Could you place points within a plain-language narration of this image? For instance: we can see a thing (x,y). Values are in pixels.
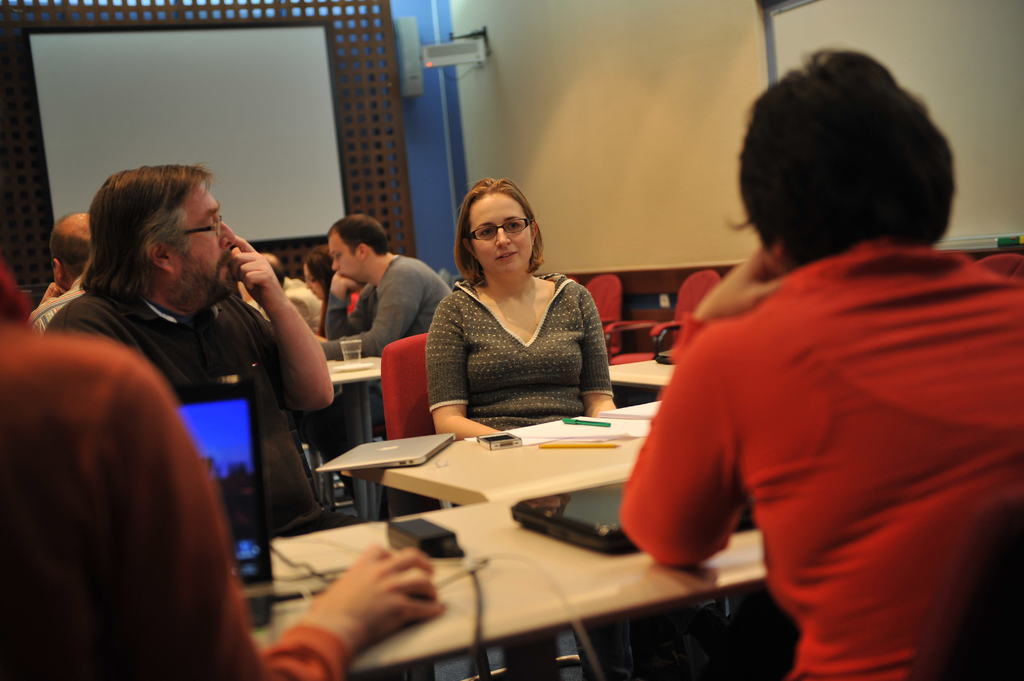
In this picture there are some people (528,393) sitting in the chairs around a table (490,456). On the table (484,533) there are some laptops (599,506), adaptors (416,539) and a mouse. In the background (335,257), there are some people (388,288) sitting. There is a projector screen display (206,112) here. We can observe a wall (574,121).
